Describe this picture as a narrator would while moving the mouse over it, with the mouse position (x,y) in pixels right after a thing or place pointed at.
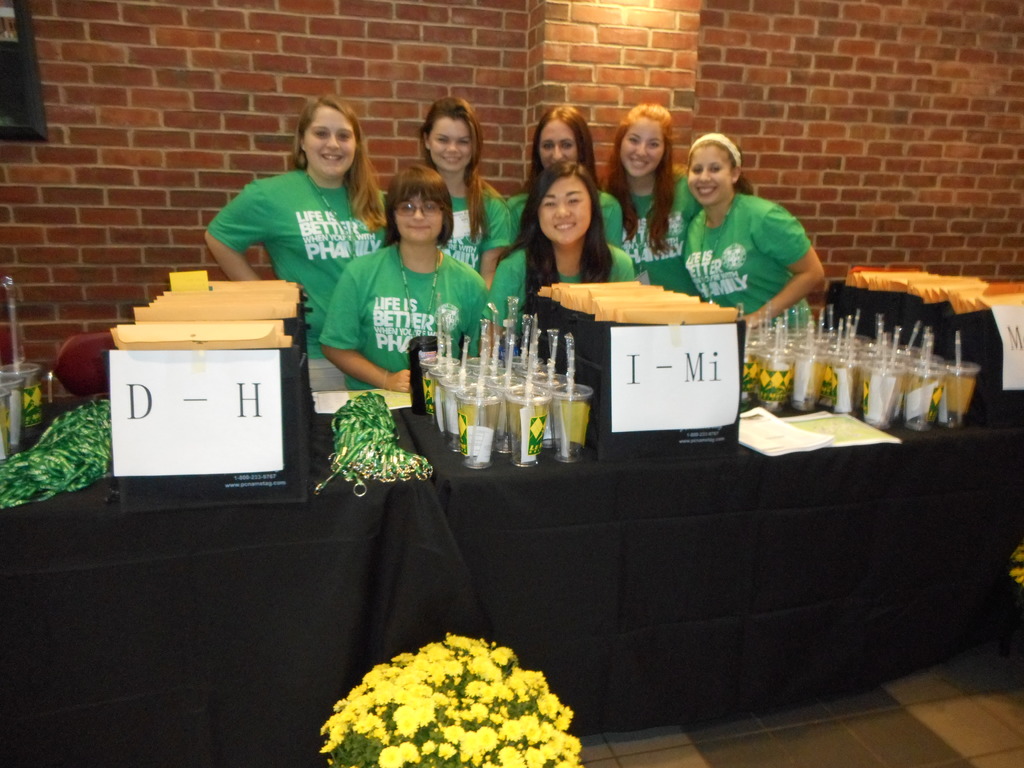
We can see flowers (399,737) and floor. There are people (407,253) smiling and we can see glasses (534,387) with straws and objects (370,424) on the table (739,471). In the background (186,112) we can see frame (1,3) on the wall (359,48).
